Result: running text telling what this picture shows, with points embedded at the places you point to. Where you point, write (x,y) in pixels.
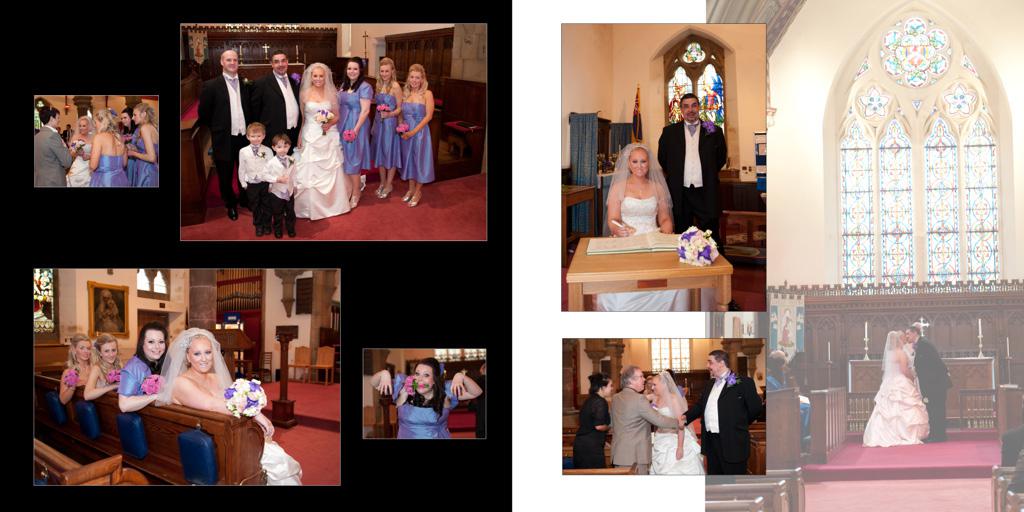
It is the collage of so many images. In this image it looks like it is a church (870,234) in which there is a marriage of two Christians (905,371). On the left side (256,334) there is a picture in which there are few girls (157,371) sitting on the bench (164,429). On the right side (698,172) there is a couple (672,180). In front of them there is a table (607,265) on which there is a bouquet (712,243).
